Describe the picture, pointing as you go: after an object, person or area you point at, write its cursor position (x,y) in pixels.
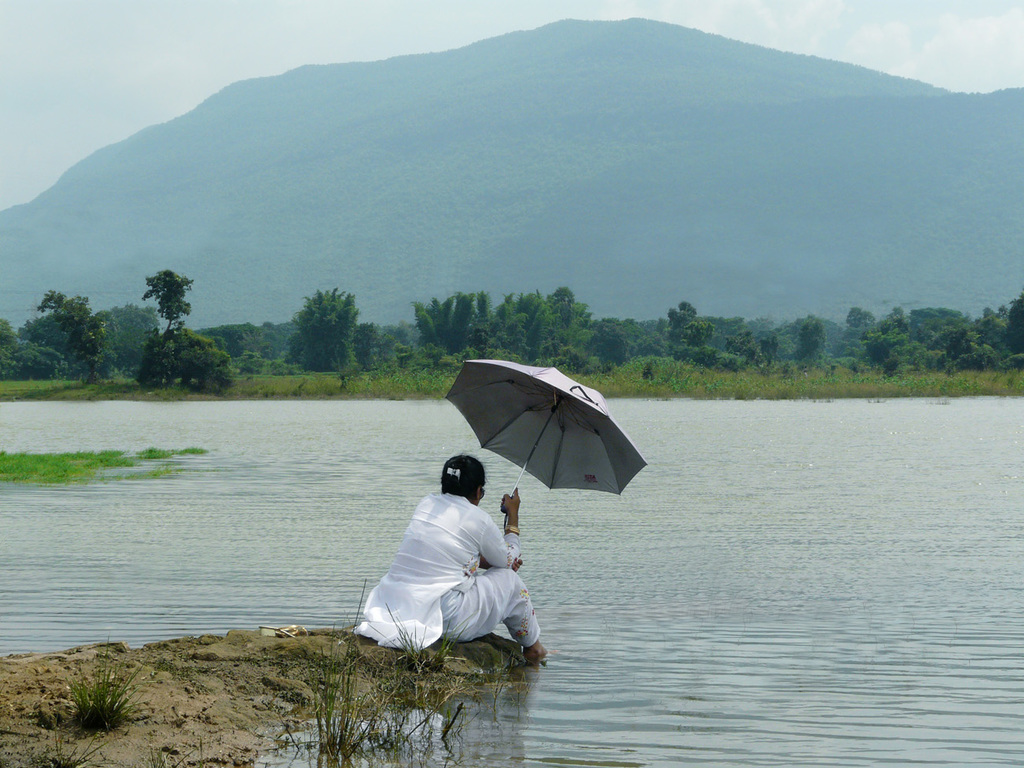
In this image we can see a person (466,579) sitting and holding an umbrella (579,443). And we can see the water (728,474), hill (335,223). And we can see the grass (82,470), trees (253,349). And we can see the clouds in the sky (173,103).
